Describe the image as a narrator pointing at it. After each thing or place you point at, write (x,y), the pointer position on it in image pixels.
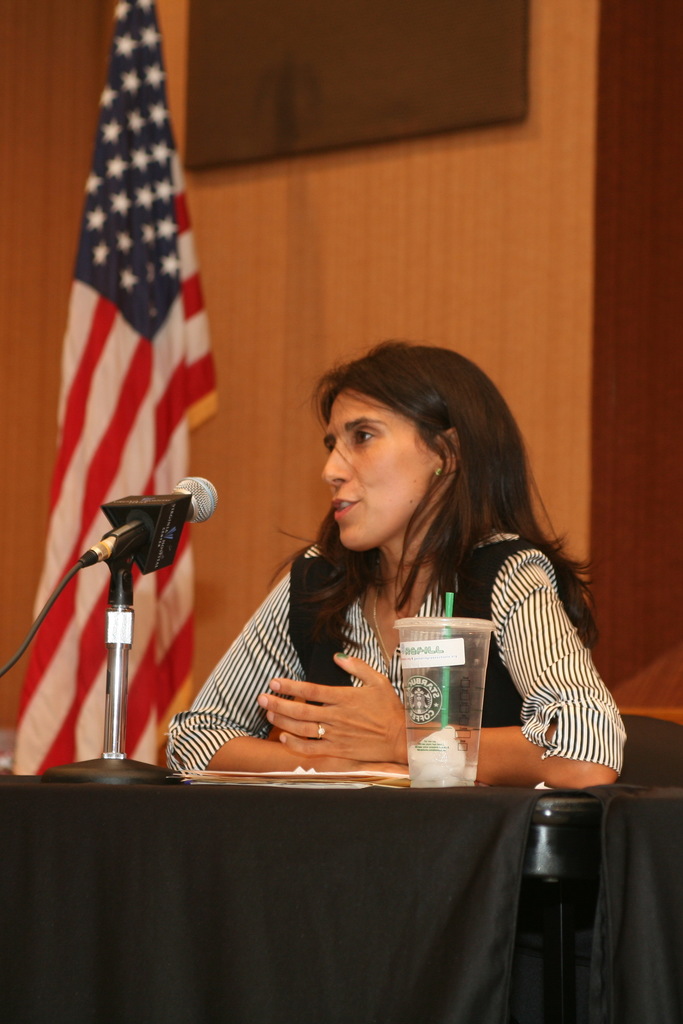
In the image there is a woman (527,597) sitting on chair (673,732) in front of a table (448,806), on table (460,806) we can see a microphone (157,497), papers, glass (462,648). On left side (155,115) we can also see a united flag (131,330) and a screen (436,72).
